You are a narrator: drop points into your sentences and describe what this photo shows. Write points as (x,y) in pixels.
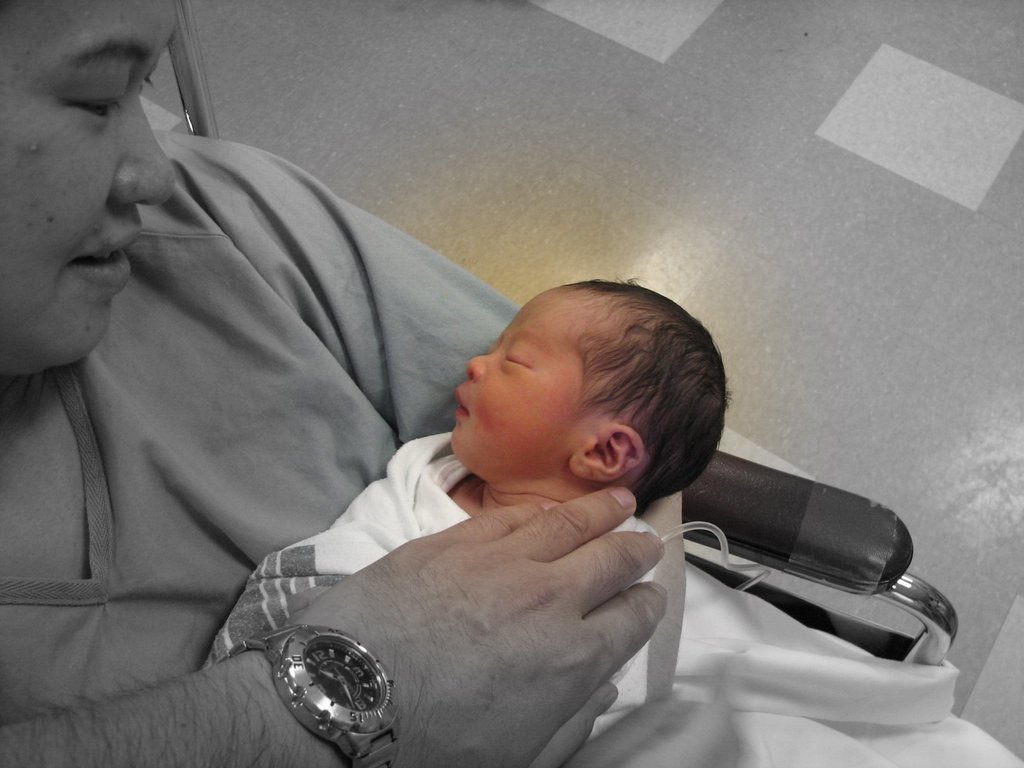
In this picture we can see a woman (290,268) is sitting on a chair (784,555) and holding a baby (407,464) and on the baby (343,558) there is a person hand (436,708) with a watch (338,700). Behind the woman (202,412) there is a steel rod (189,100) and floor (370,107).
